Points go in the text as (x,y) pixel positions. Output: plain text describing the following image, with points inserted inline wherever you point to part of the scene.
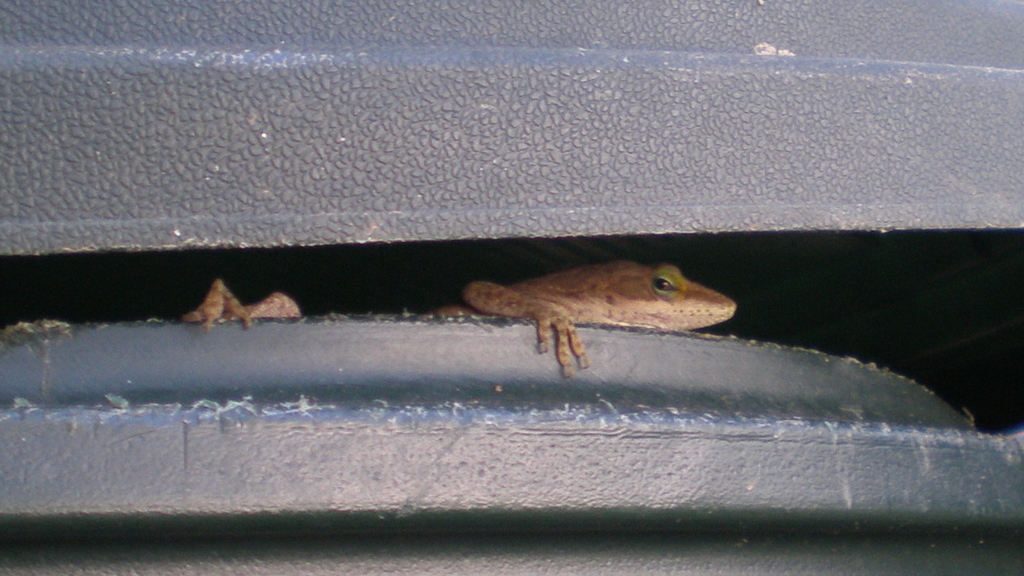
In this image we can see one reptile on the black object (735,490), two objects (437,197) on the top (634,179) and bottom of the image (439,496).
